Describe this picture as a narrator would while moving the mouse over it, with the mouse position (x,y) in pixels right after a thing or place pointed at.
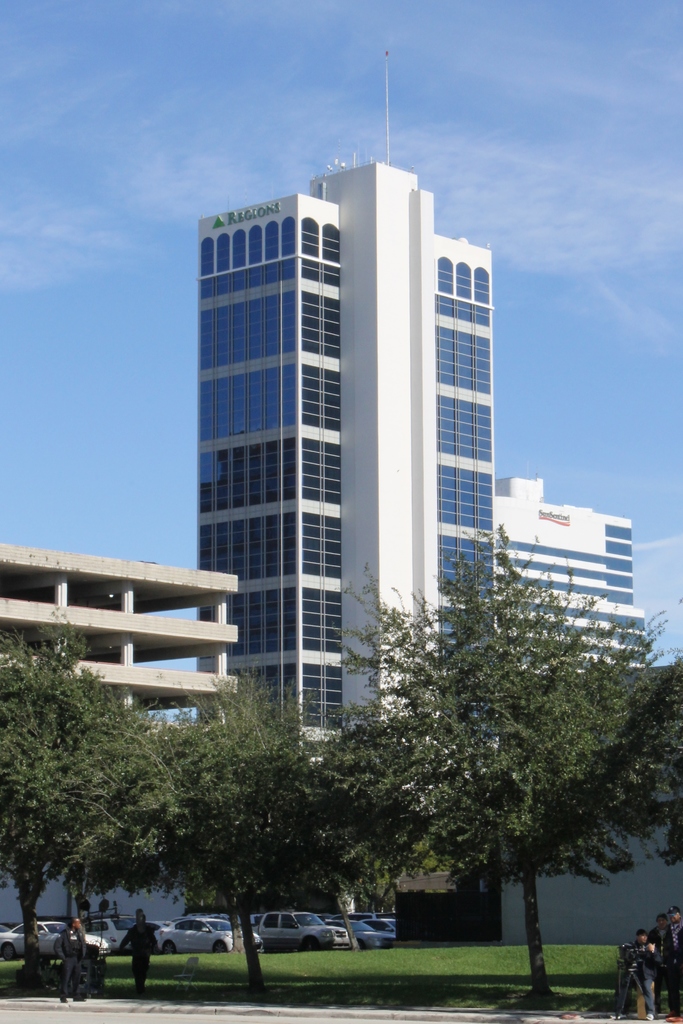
In this picture I can see there are two persons (134,946) standing on to left (126,950) and there are few more people (670,956) standing on to right (657,973) and there are few trees (307,801), cars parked on to left (225,771), there are two buildings (579,558) here and they have glass windows (268,239) and there is a name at the top of the building (577,547). The sky (329,124) is clear.
